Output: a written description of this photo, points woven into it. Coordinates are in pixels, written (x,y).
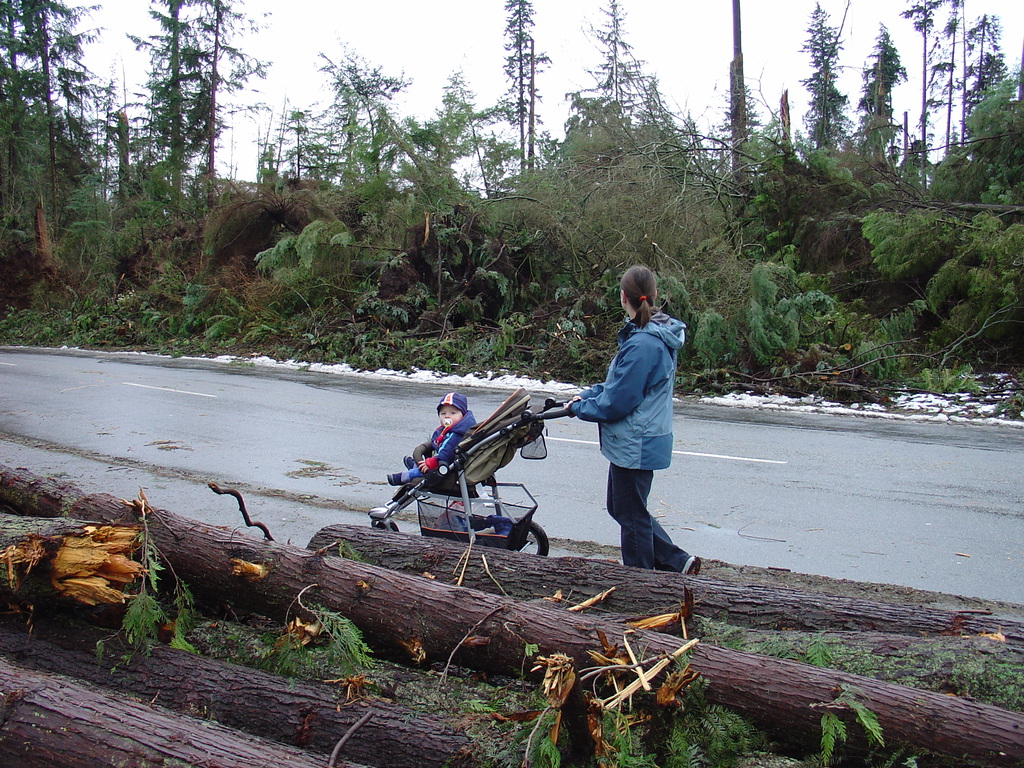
In the center of the image (613,504) we can see a lady (637,497) walking and holding a trolley (520,440), we can see a baby (408,472) sitting in the trolley (452,476). At the bottom (356,675) there are logs (335,683). In the background (207,105) there are trees (444,175) and sky (437,9).
